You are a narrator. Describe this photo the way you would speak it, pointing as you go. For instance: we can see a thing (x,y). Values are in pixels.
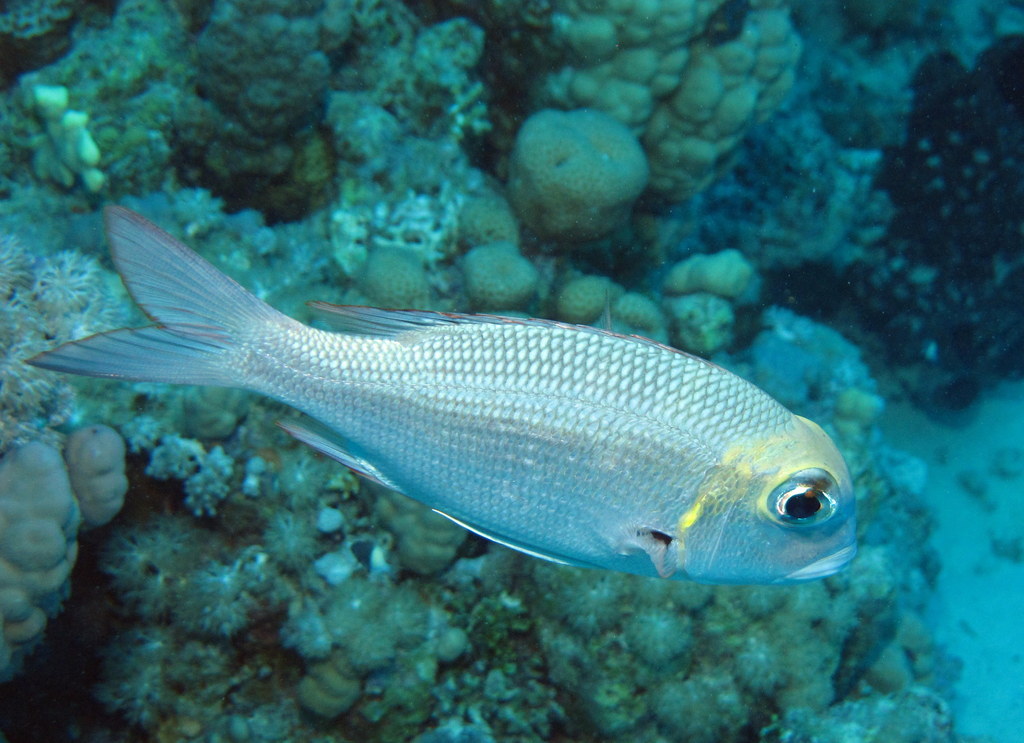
In this image we can see a fish (432,342), water (725,228), stones (725,291) and other objects (65,319).
